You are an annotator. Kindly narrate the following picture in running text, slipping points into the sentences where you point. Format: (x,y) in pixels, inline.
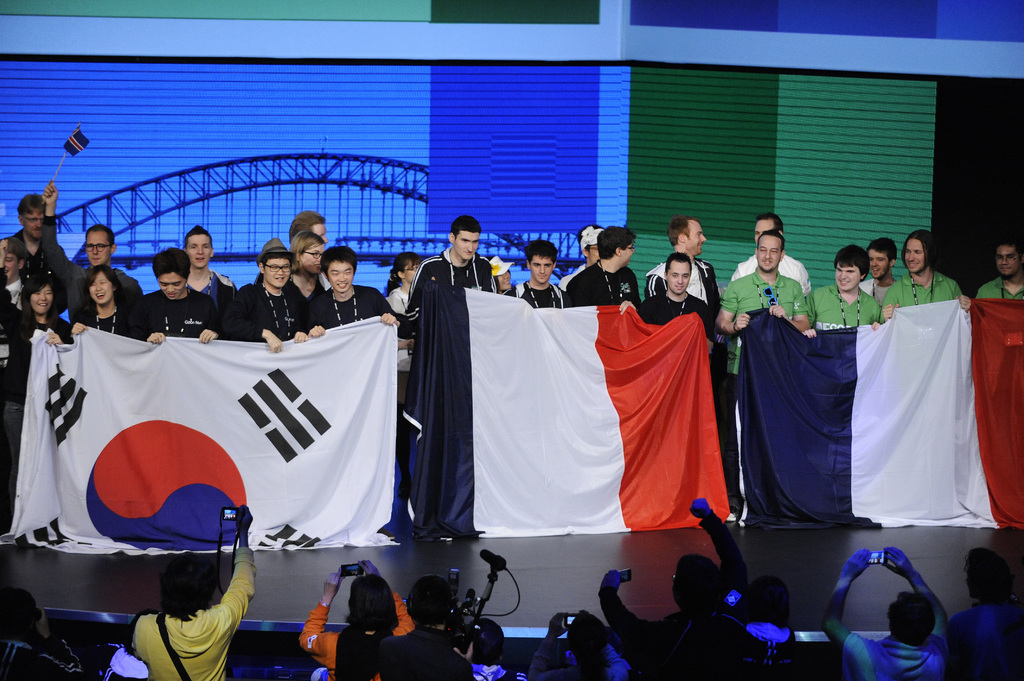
In this image, we can see a group of people (10,391) are standing. Few (174,317) are holding flags (329,412) and smiling. Background (471,200) there is a screen (554,198). At the bottom (791,605), we can see few people (398,654) and stage (88,611). Few (441,615) are holding cameras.
